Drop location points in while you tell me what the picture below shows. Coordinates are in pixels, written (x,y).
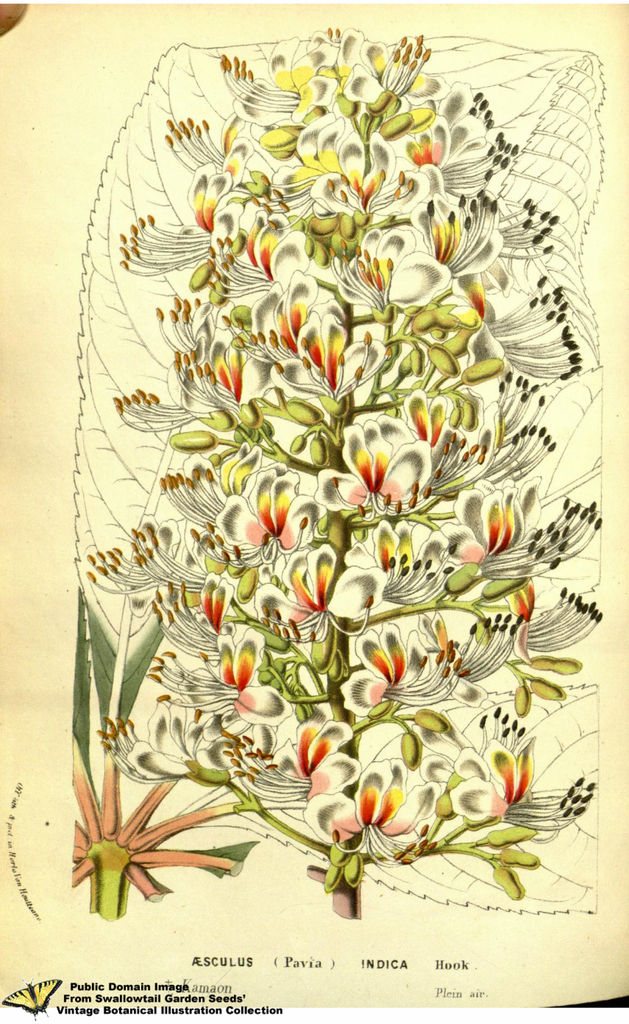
This image consists of a paper (110,513). On this paper (288,480) there is a painting (347,460) of a plant (331,654) along with the flowers (278,517) and buds (431,351). At the bottom of this image (94,1008) there is some text (134,987).
